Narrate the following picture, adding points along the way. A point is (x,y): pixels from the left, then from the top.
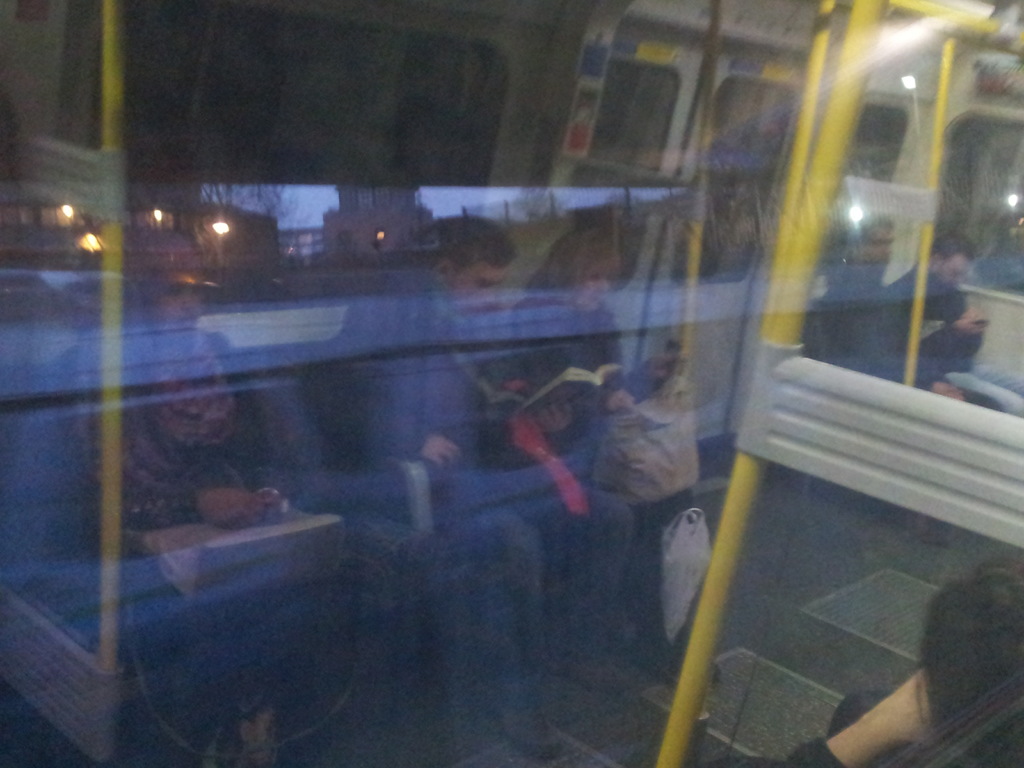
This is an inside view of a vehicle (244,596). In the foreground (294,574) there is a glass (697,586). Behind the glass (392,446) there are few people (178,396) sitting on the seat (62,493). There are few metal poles (773,340). In the background (300,82), I can see the windows (439,94).
